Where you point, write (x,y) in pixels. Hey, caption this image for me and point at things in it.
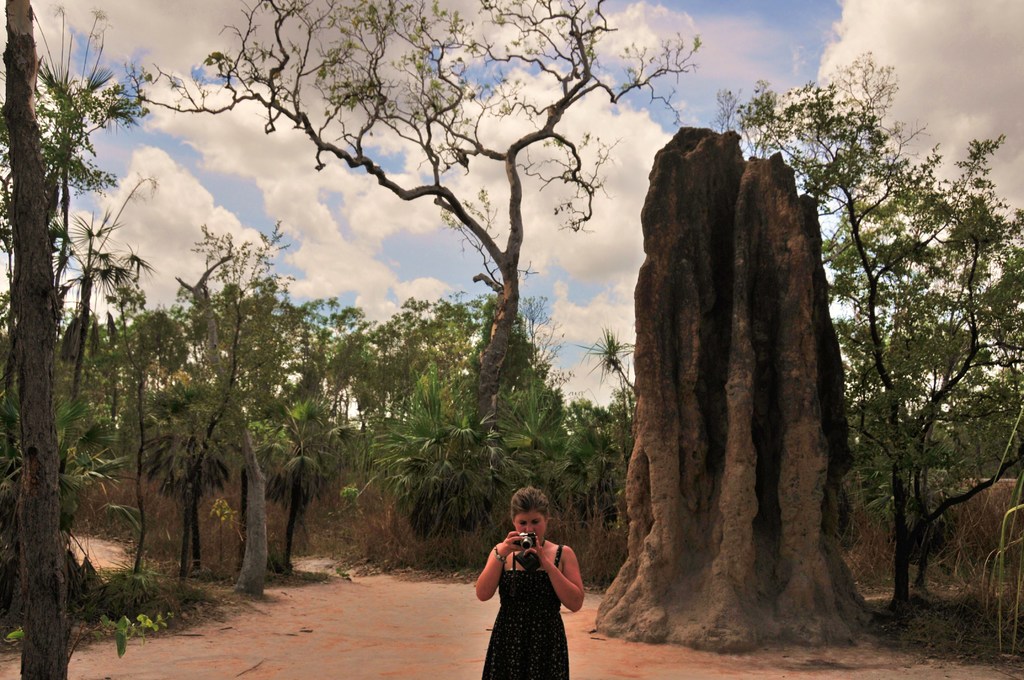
In this image, we can see a lady (515,584) holding an object (522,537) and standing. We can see the ground (335,645). There are a few trees (241,422), plants (392,468) and some grass (860,554). We can also see the trunk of a tree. We can see the sky (559,225) with clouds (626,182).
